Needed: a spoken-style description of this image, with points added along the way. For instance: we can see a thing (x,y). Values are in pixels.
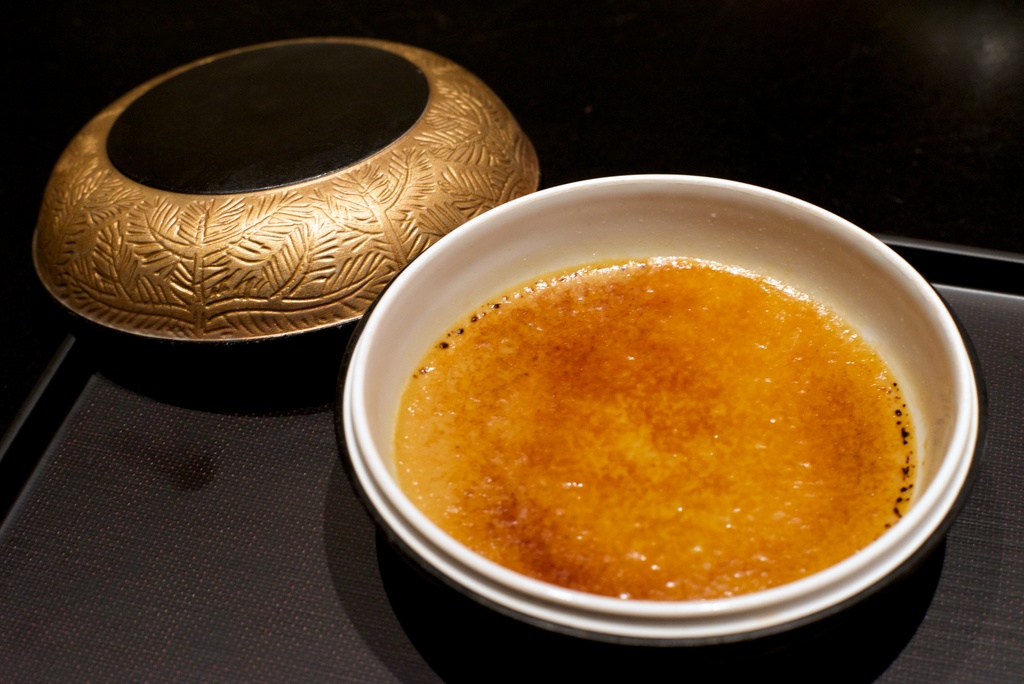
This looks like a bowl (439,326) and a lid (208,322) are placed on a tray (480,641). This bowl (446,652) contains food item (662,408) in it. The background (38,22) looks dark.
